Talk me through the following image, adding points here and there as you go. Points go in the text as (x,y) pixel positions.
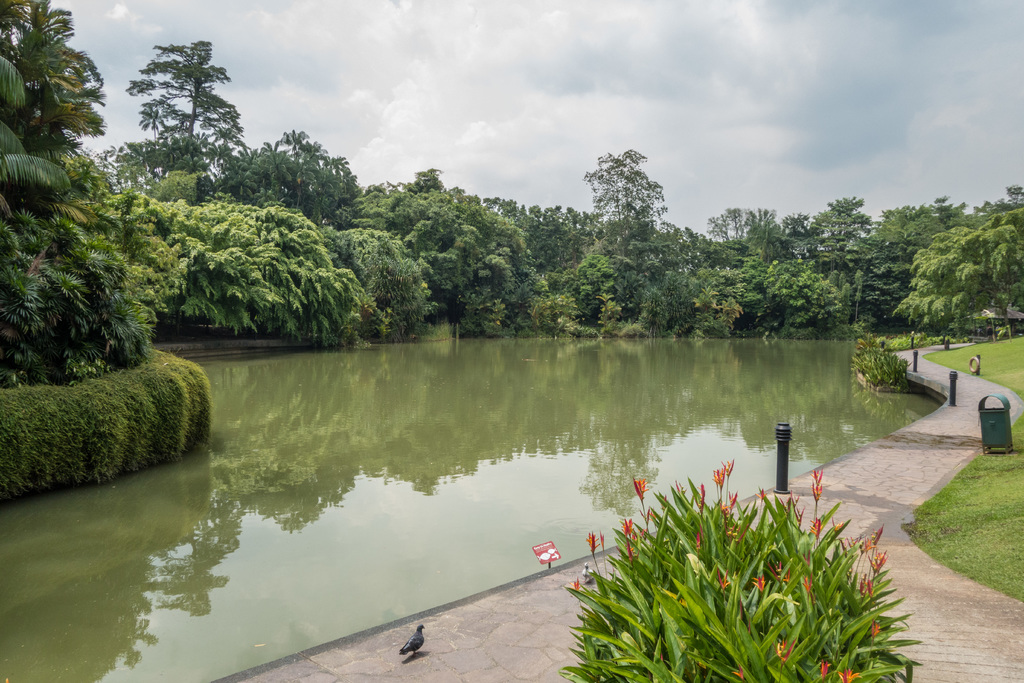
In this image, we can see some water (461,531). There are a few trees (3,214) and plants (895,682). We can also see some grass (962,502). We can see the ground (851,466) with some objects (914,351). There are a few poles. We can also see a bird (421,628) and a board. We can see the reflection (326,404) of trees (720,324) in the water (636,425). We can also see the sky (664,96) with clouds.
